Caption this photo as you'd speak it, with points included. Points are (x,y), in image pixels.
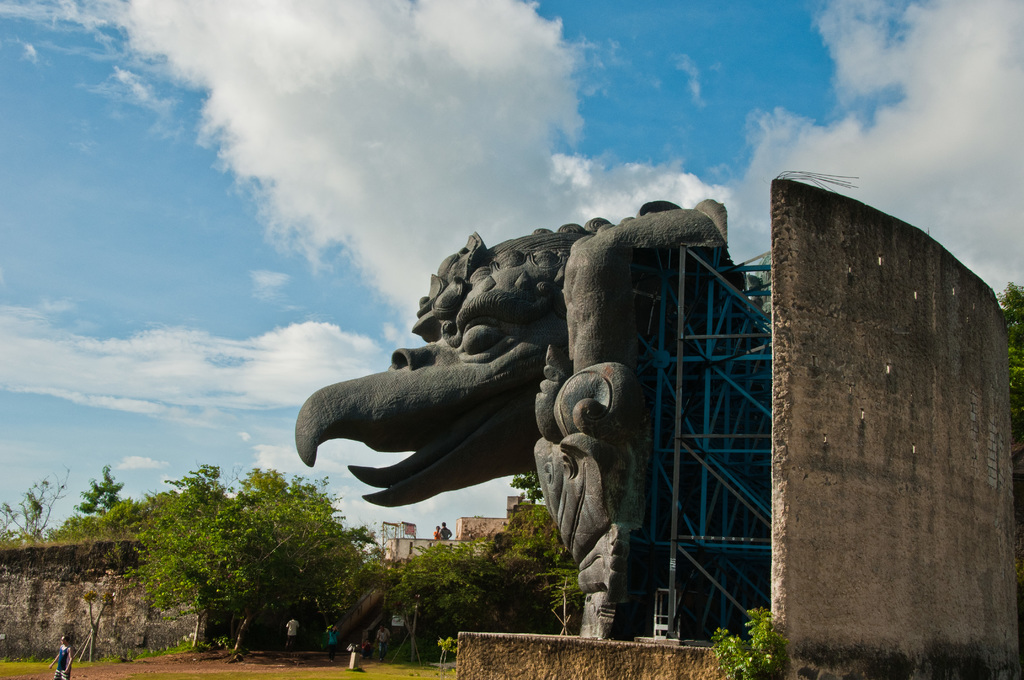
In this image we can see a statue (640,439), group of trees (415,593), poles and a group of persons (336,644) standing on the ground (305,667). In the background (335,463), we can see the cloudy sky (408,137).
